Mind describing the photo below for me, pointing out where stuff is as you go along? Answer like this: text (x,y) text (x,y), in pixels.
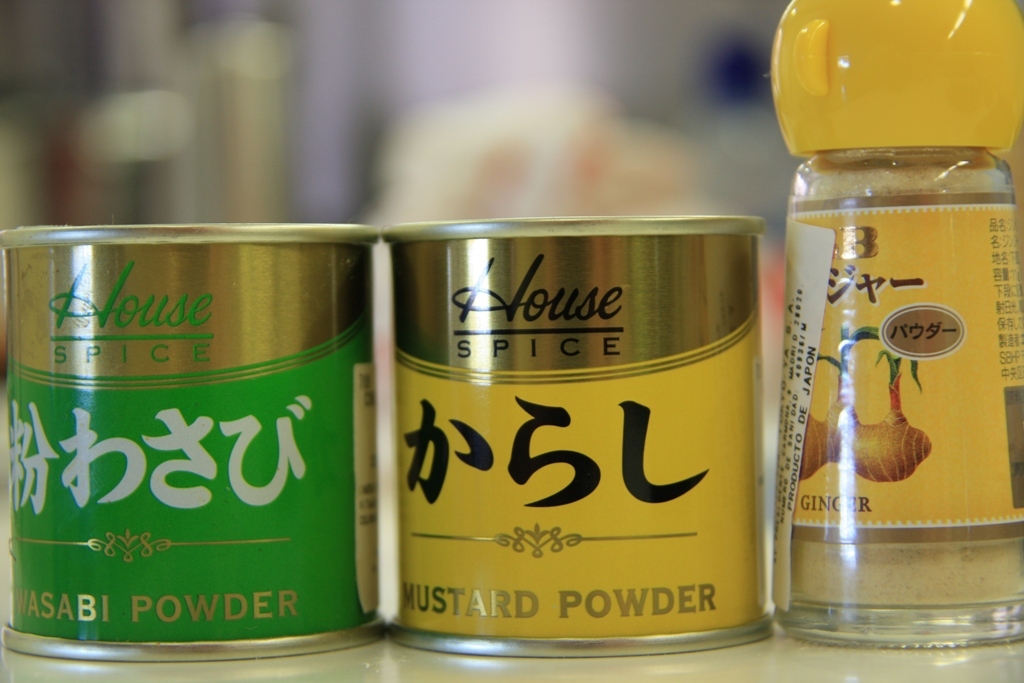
This image consists of two boxes (652,346) and a bottle (936,385), bottle (937,364) is on right side (889,491) and one box (468,457) is in middle (576,427), another box (237,441) is on left side (179,445). One is in green color and other one is in yellow color. The bottle (834,510) is filled with some powder (905,172) which is in beige color.
